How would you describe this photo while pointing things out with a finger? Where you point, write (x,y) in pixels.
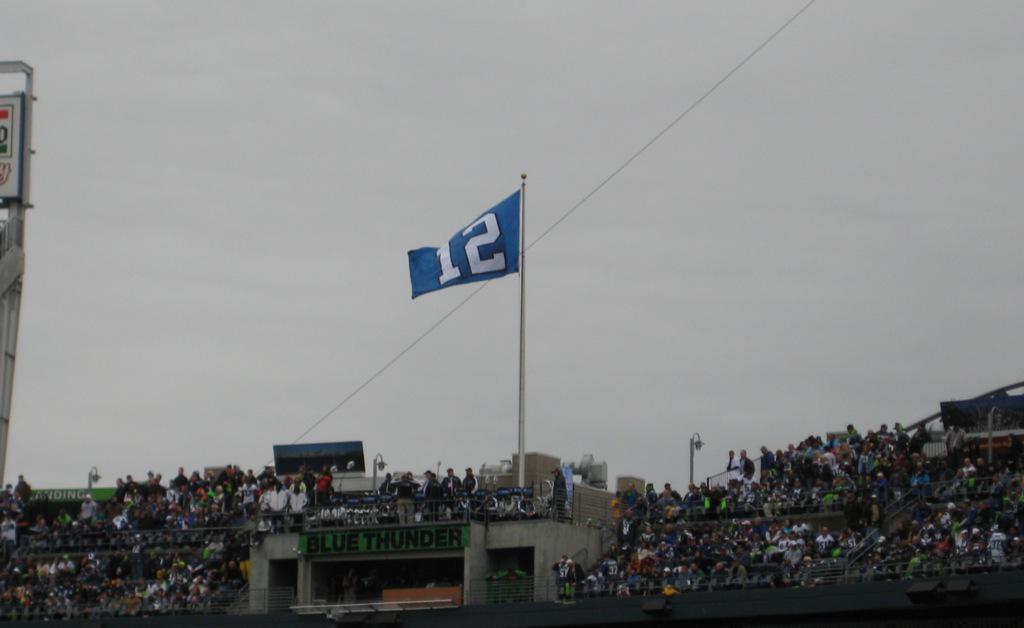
In this image we can see sky (148,279), flag (513,243), flag post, street light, tower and spectators (795,554) sitting.
